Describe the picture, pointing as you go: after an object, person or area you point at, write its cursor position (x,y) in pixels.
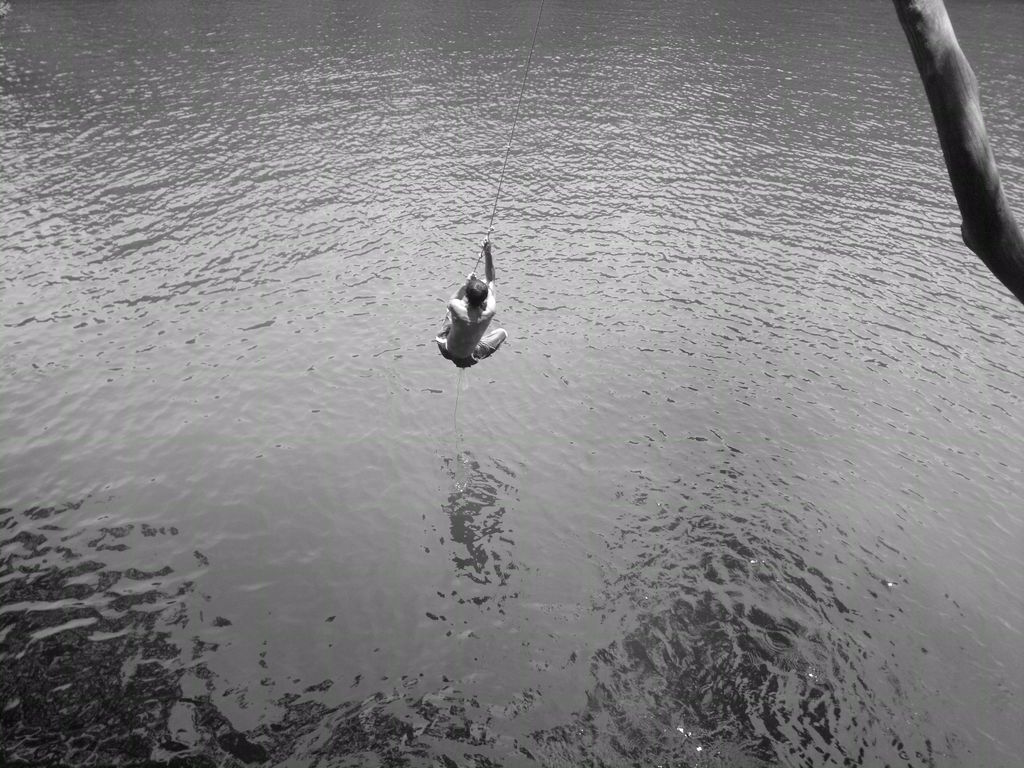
In the picture we can see a man (486,289) holding rope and swinging, there is water (416,225) and on right side of the picture (913,31) there is a branch (961,178) of a tree (902,13).
